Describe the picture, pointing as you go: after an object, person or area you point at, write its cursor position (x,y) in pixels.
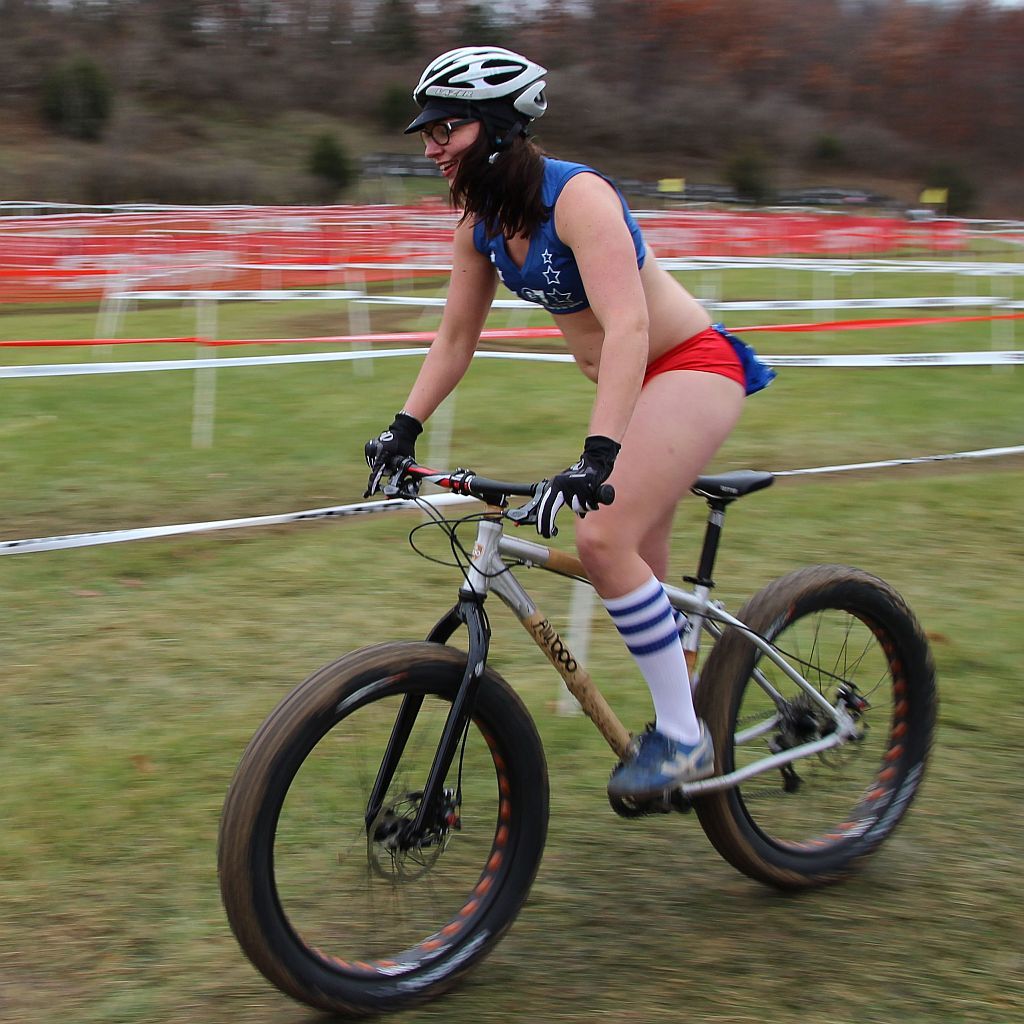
As we can see in the image, there are trees (112,33) and a woman (497,175) riding bicycle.
